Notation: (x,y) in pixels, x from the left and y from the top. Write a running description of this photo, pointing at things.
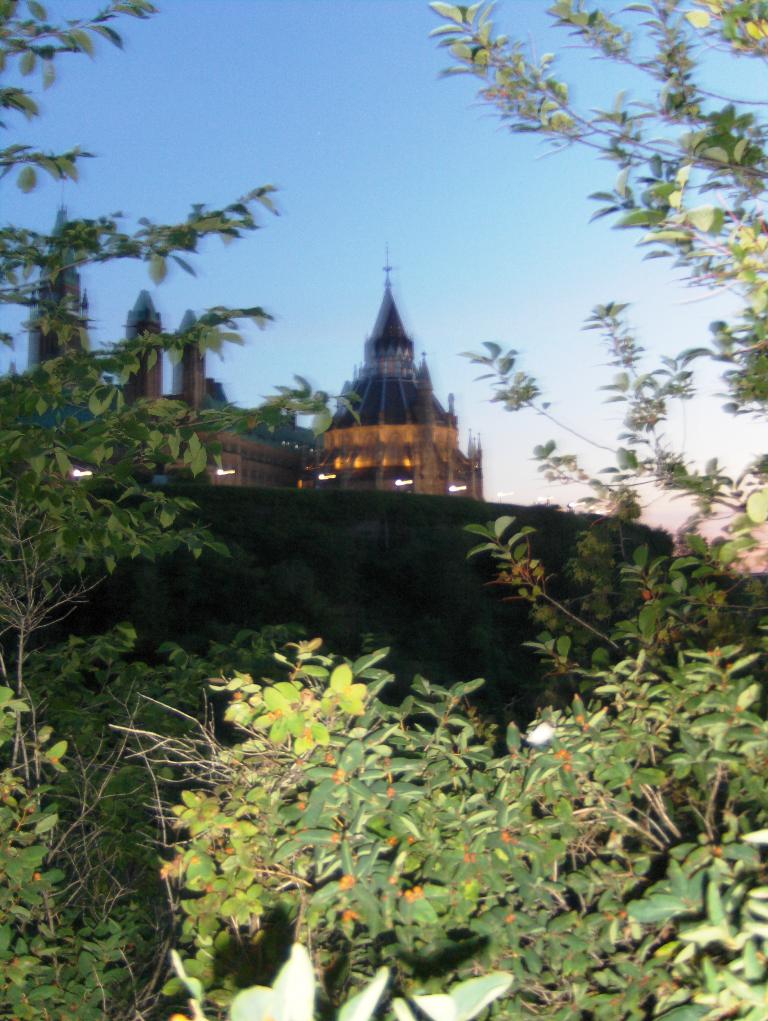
Here we can see trees (577,552). In the background (306,423) there is a building (153,394), wall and sky (341,140).
